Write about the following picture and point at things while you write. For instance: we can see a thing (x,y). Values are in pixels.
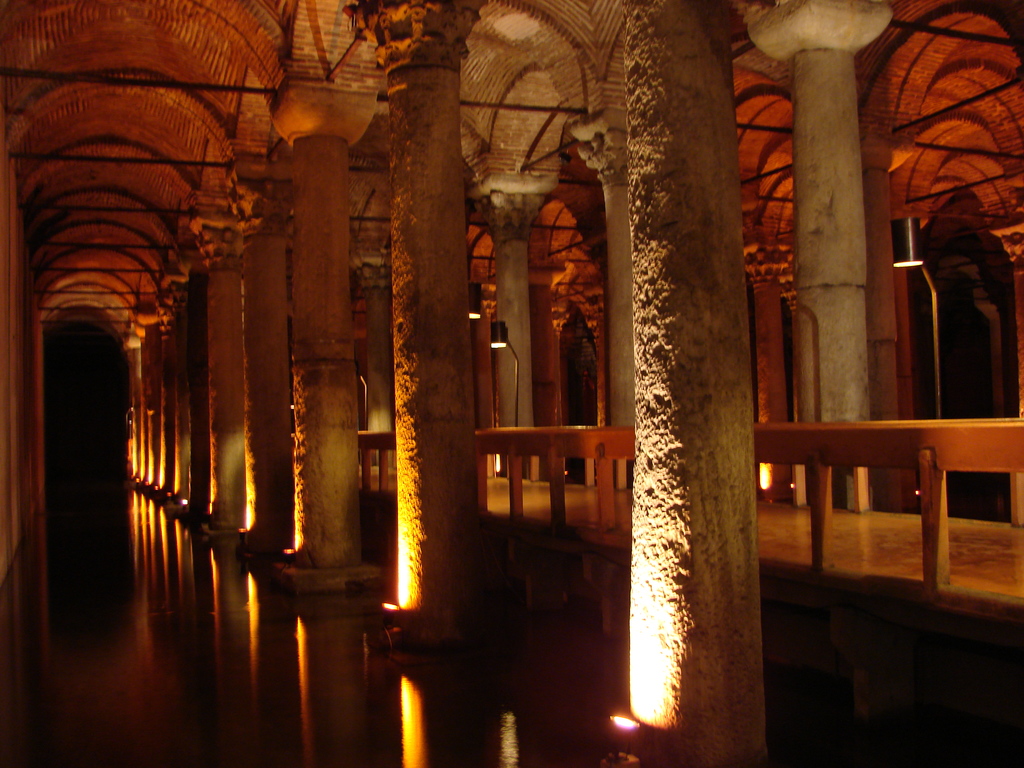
In the center of the image (457,498) we can see pillars (284,465) and lights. On the left side of the image (149,566) there is a water (122,657). On the right side (844,449) there is a fencing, pillars (855,342) and lights (909,264).
